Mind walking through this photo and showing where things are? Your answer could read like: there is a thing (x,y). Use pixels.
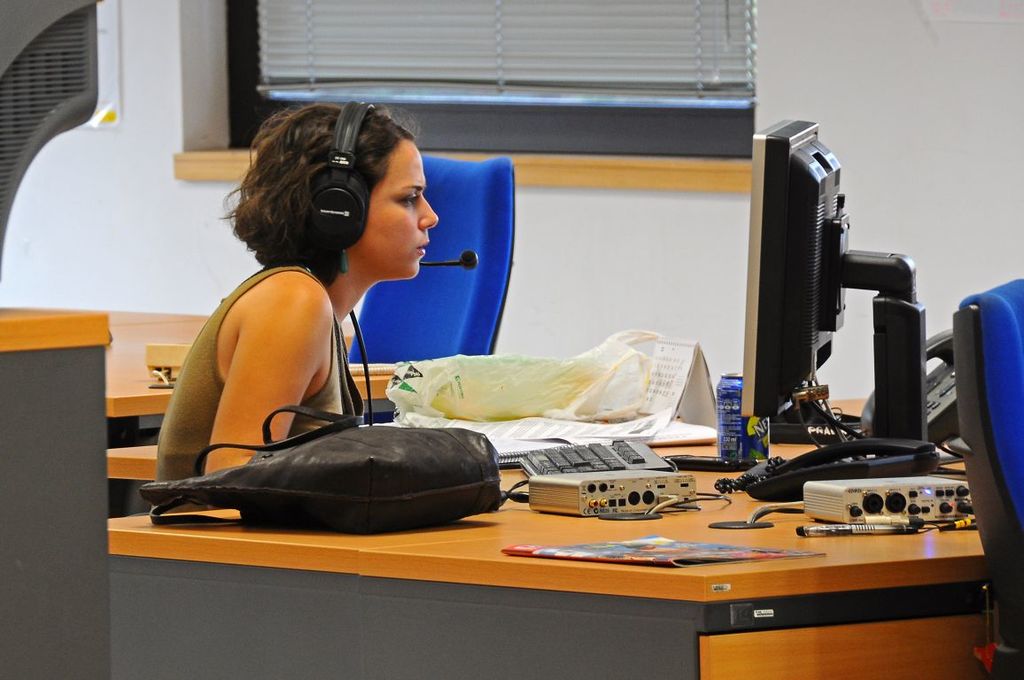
A woman (312,146) is sitting at a desk (638,525) with a monitor (782,354) and keyboard (639,444) in front of her. She is wearing headphones (332,245) with a mic (467,261). There is a black color bag (329,484) on the desk (443,527). There is another table (145,354) and chair (463,299) beside her.
